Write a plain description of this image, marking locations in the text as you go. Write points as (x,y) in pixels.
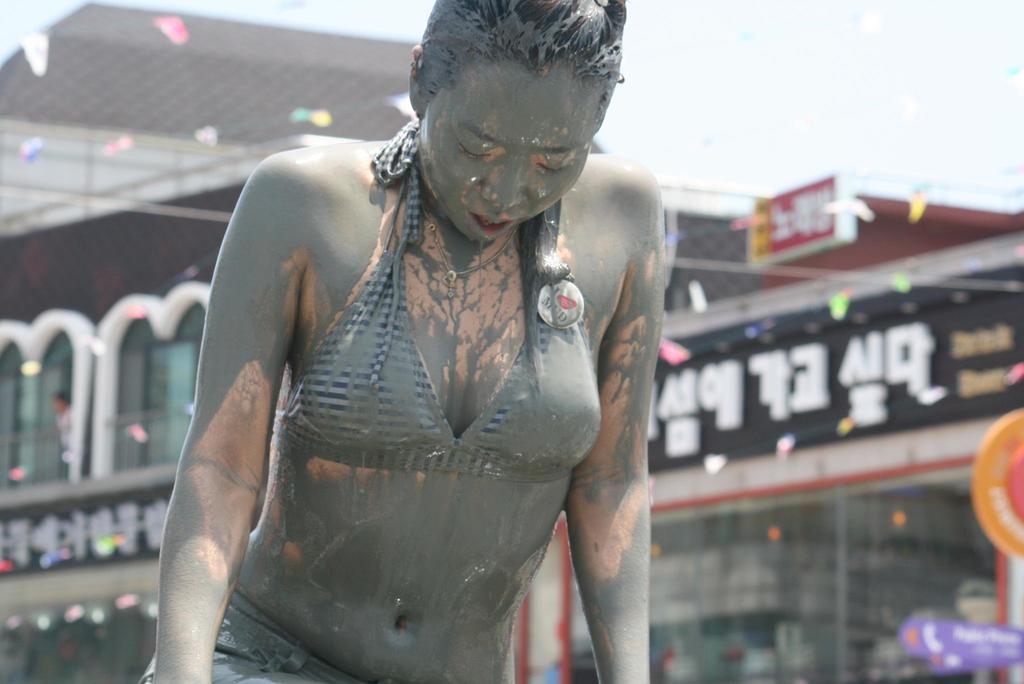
In this image, we can see a few people (245,348). Among them, we can see a lady (221,357) highlighted. We can see some buildings (778,308) and boards (914,337) with text (858,352). We can see some glass (894,677) and some objects (934,645) on the bottom right (795,549). We can also see the sky (897,122). We can also see some small flags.
